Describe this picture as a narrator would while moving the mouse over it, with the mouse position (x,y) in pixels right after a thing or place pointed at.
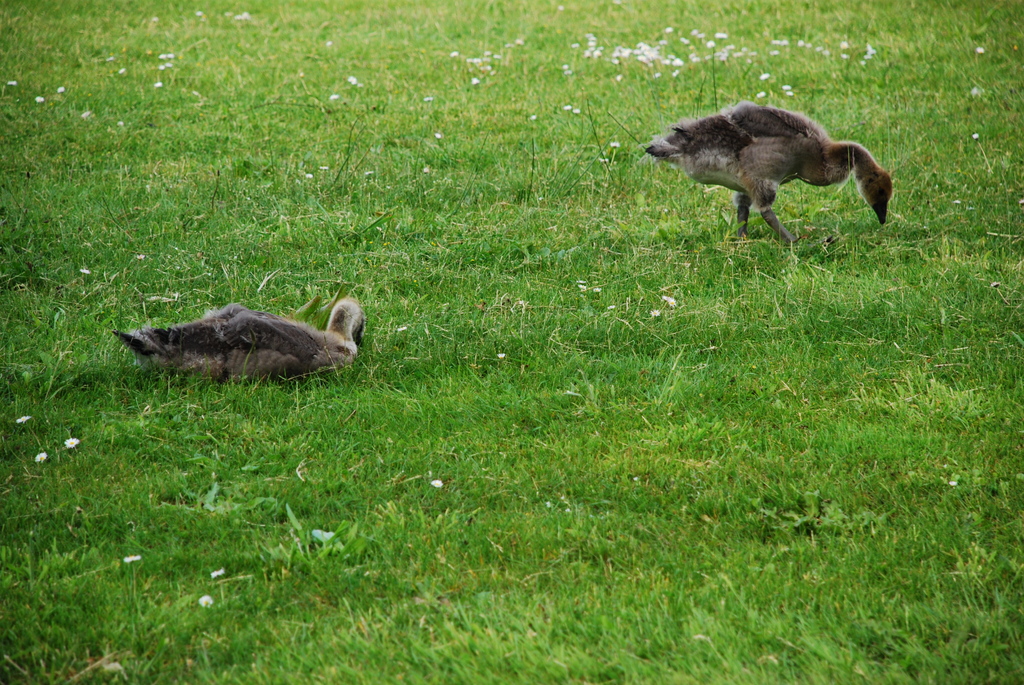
In this picture we can see two birds (826,140) and grass (599,410) are present.
